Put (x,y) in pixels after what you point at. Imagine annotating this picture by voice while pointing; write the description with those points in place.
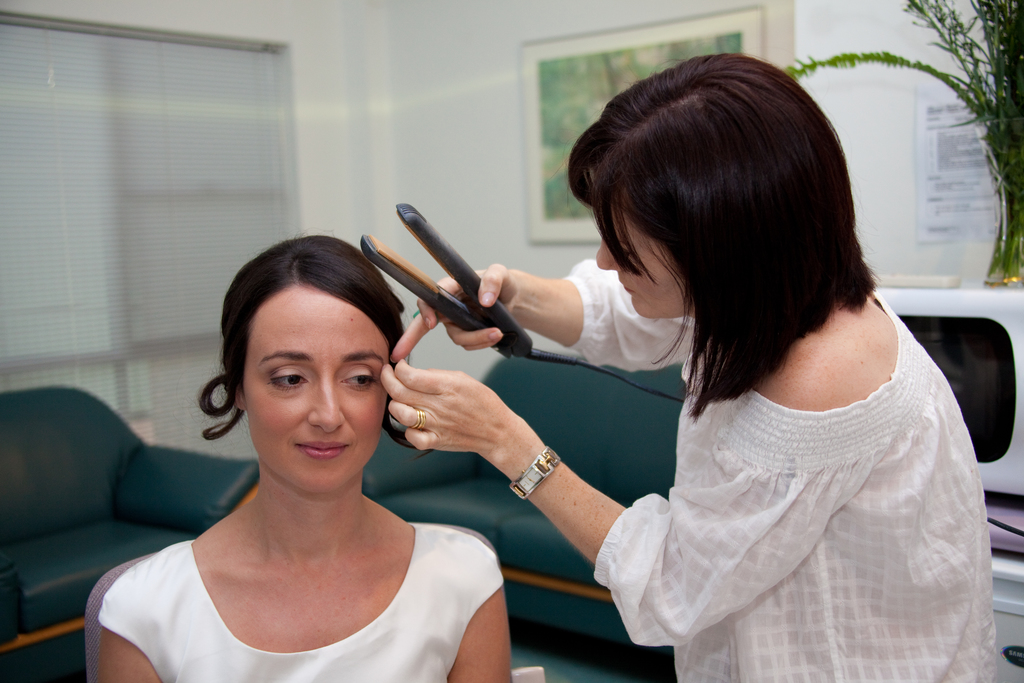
In this picture we can see a woman (815,452) in white dress (785,411) doing hairdressing. On the left (220,608) there is a woman (197,542) sitting. In the background (457,465) there are couches (26,459). On the right (973,339) there are microwave (961,317) and flower vase (980,126). In the background (309,66) there are windows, framed (634,77), window blind (205,120) and wall (446,77).
